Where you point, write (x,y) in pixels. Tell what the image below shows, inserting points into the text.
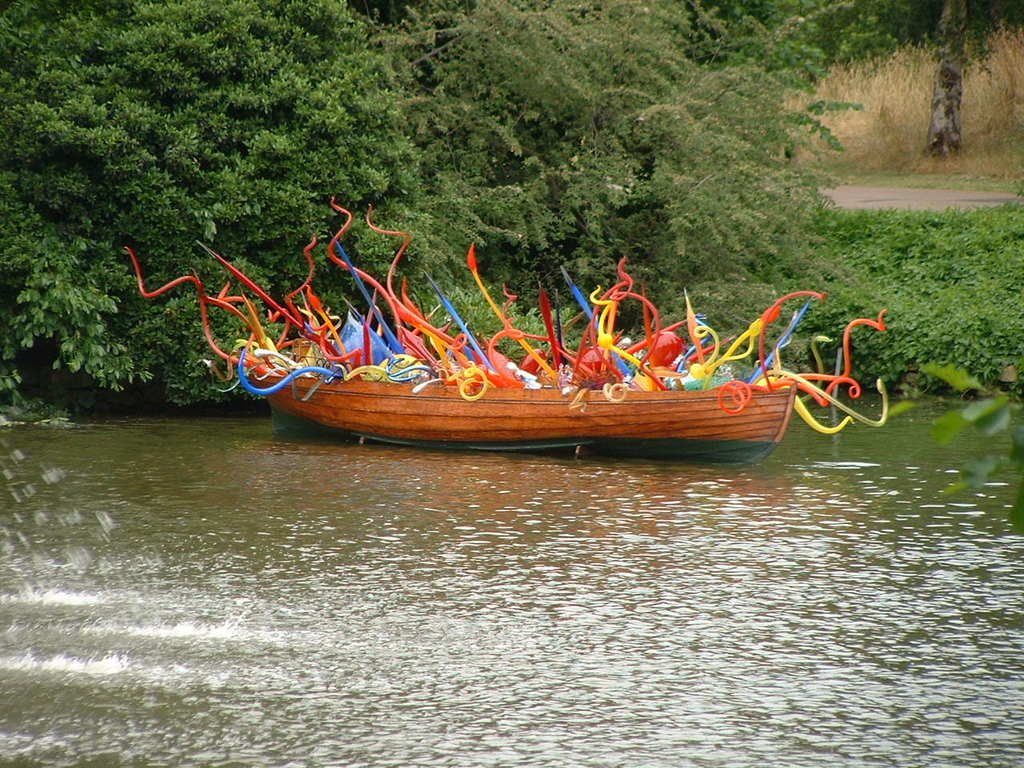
In this image, we can see a boat (699,418) floating on the water (573,584). There are some trees (335,128) and plants (754,250) in the middle of the image (599,262). There is a stem (951,85) in the top right of the image (947,62).
